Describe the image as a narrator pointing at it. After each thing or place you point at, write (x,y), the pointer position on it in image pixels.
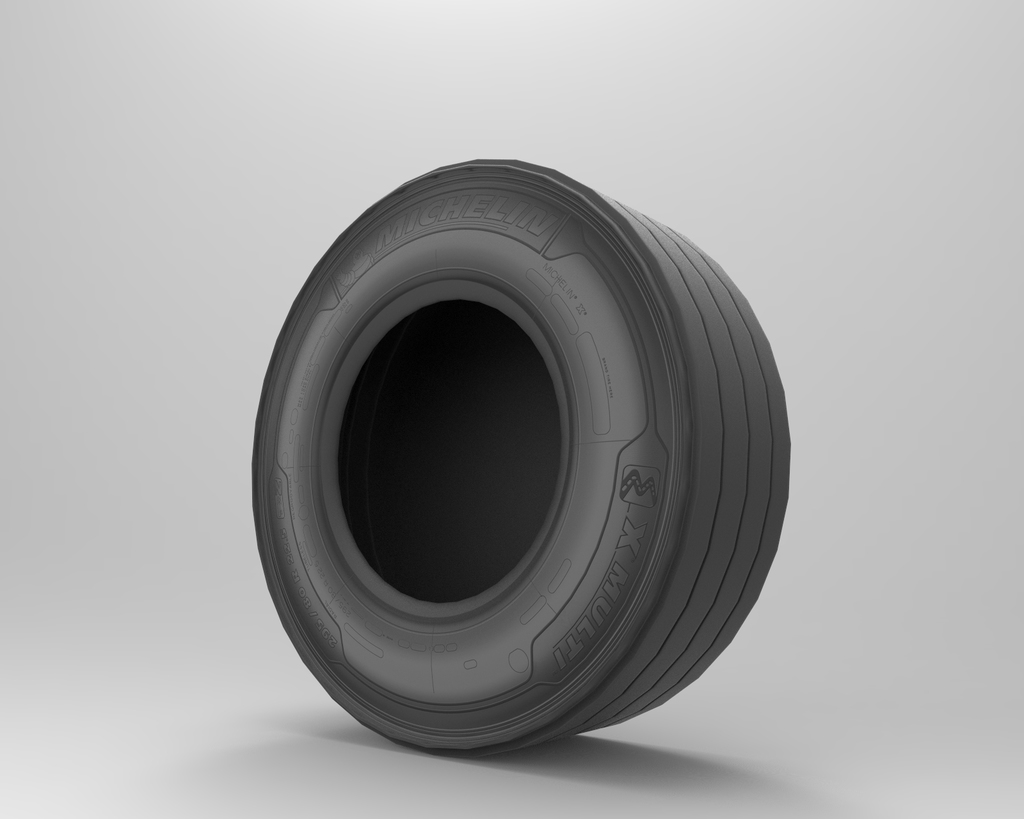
In this image the background (240,189) is white in color. In the middle of the image (630,373) there is a tire (584,525) which is black in color.
